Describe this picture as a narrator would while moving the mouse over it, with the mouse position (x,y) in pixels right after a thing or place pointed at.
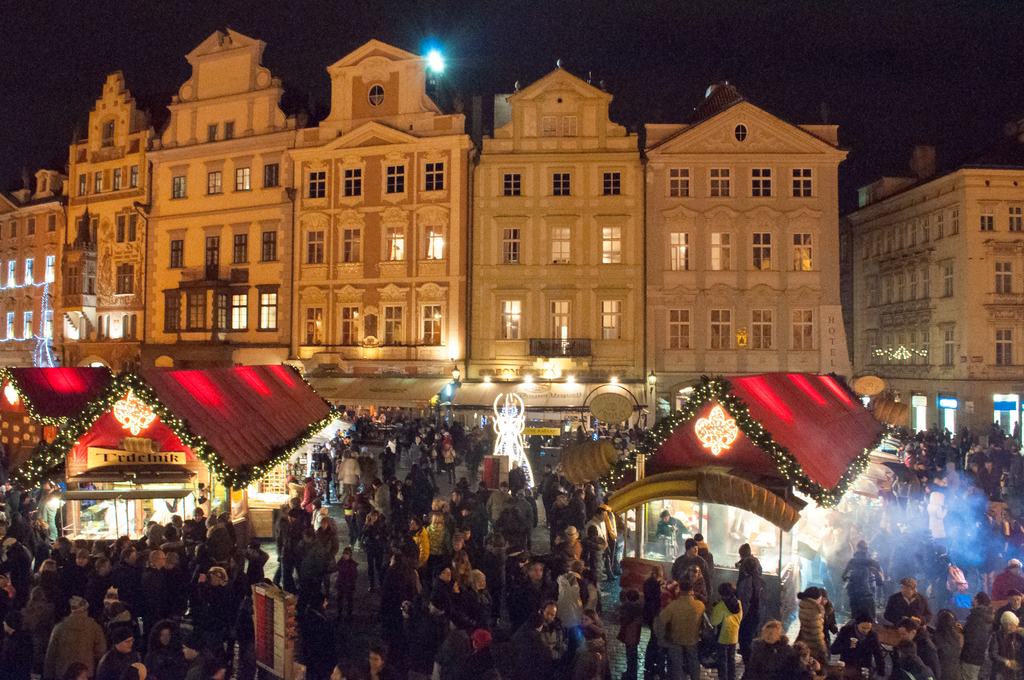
In this picture we can see many people (180,592) on the path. We can see a few decorative items (98,415) and lights (74,439) visible on the houses (263,492). There are a few buildings (601,349) and a light (430,51) is visible in the background (398,106). We can see a dark view in the background (897,61).
